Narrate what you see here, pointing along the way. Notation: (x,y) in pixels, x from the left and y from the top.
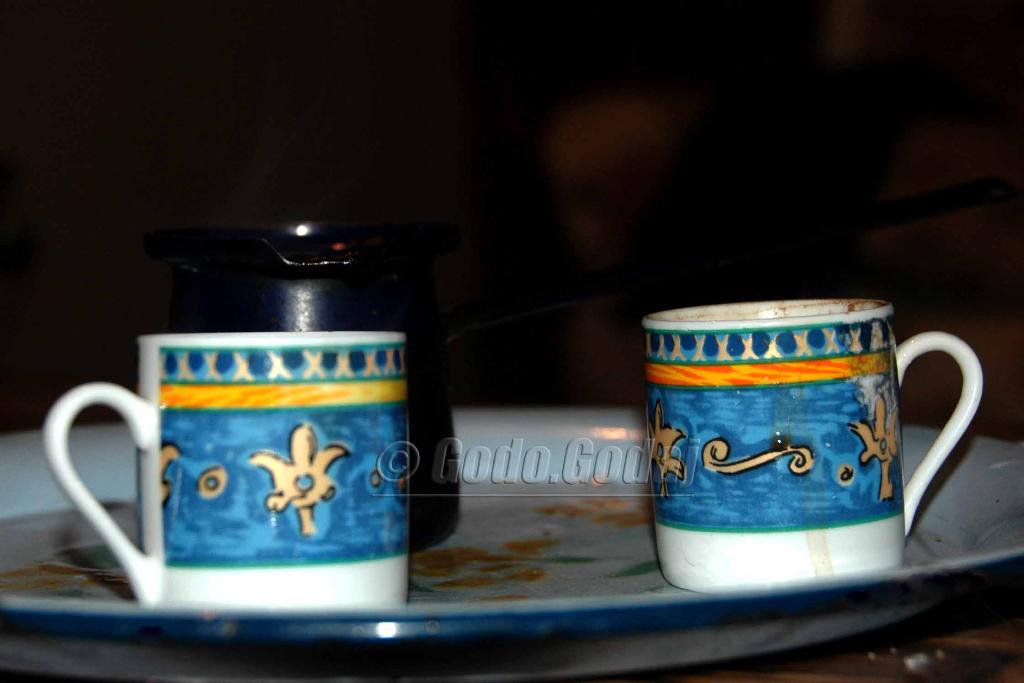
In this image we can see a plate (558,514) with cups (344,416) and jar (420,393) and blur background (763,64).
